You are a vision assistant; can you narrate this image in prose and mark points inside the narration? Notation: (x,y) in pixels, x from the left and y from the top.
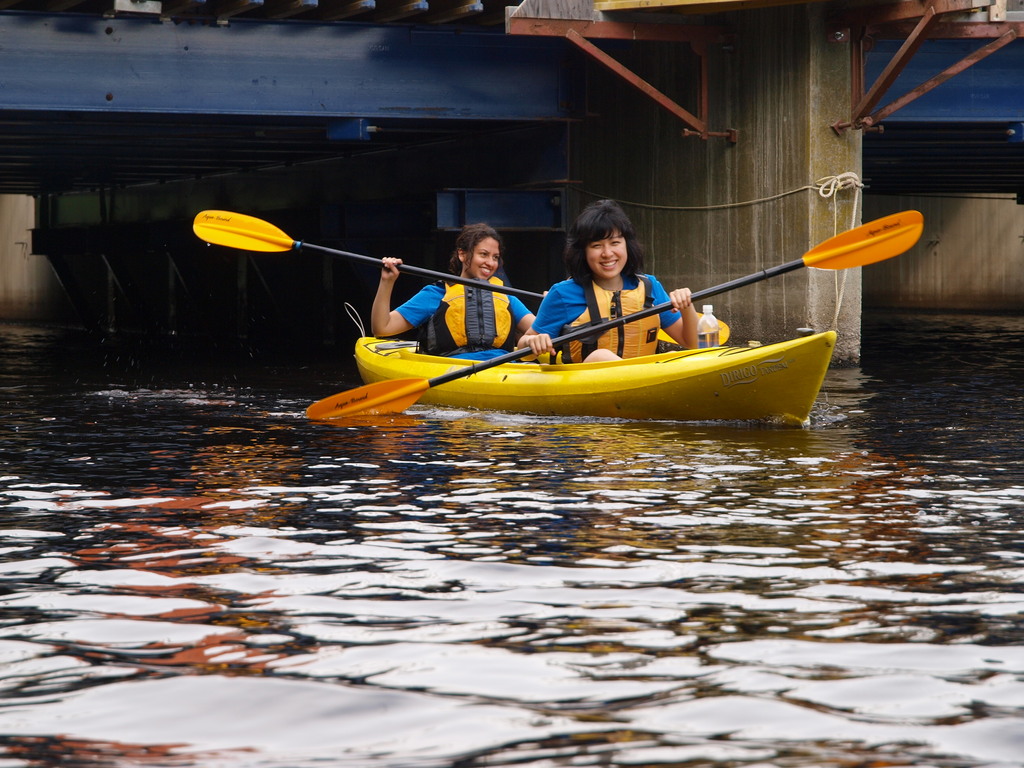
In this picture we can see two people (462,307) in a boat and they are holding paddles (666,337) and this boat (779,345) is on water (684,593) and in the background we can see a bridge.
